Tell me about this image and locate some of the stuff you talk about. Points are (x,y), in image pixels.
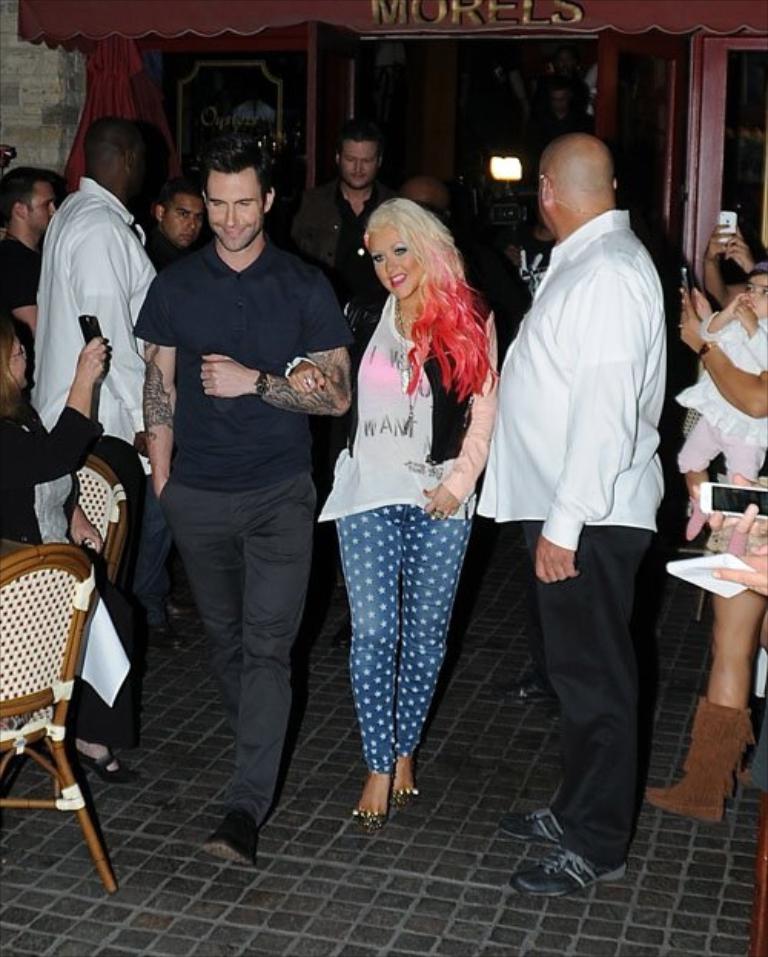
In the picture I can see people (347,507) among them some are standing and some are sitting on chairs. I can also see some of them are holding mobiles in hands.
